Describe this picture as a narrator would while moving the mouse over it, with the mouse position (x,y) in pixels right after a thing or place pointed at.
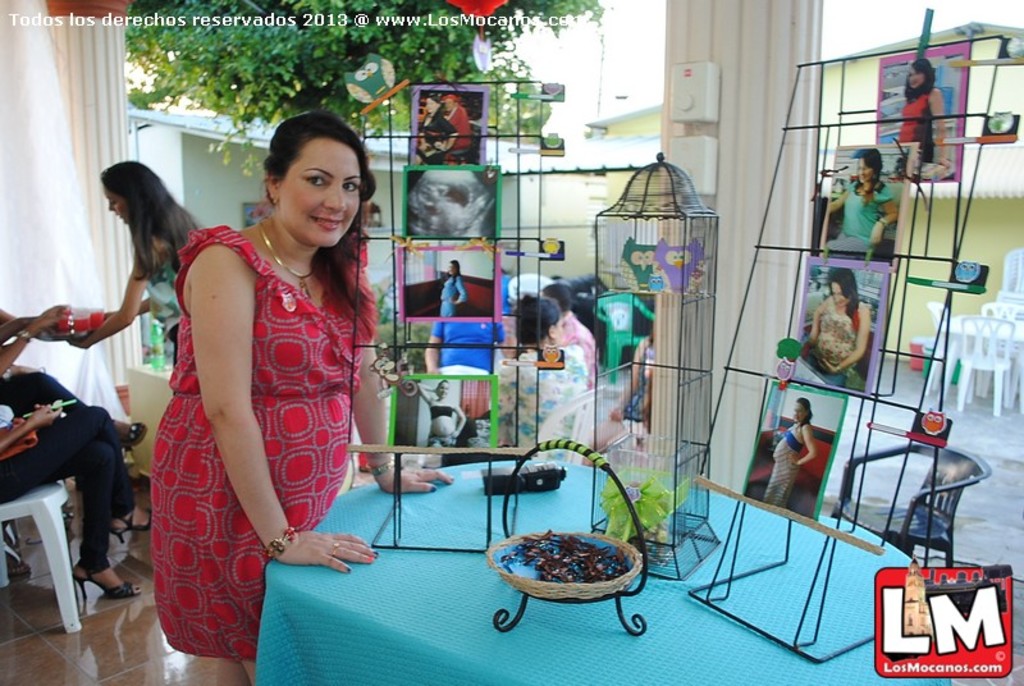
In this picture we can see women (322,144) wore red color dress (270,360) and smiling and in front of her there is table (854,610) and on table (436,535) we can see basket (592,590), photo frames stand (468,268) and in background (172,253) we can see woman (153,239) serving drinks (92,320) to some people (50,384), curtain (25,294), pillar (79,91), tree (248,96), house (546,160), chairs (994,335), floor (994,438).
